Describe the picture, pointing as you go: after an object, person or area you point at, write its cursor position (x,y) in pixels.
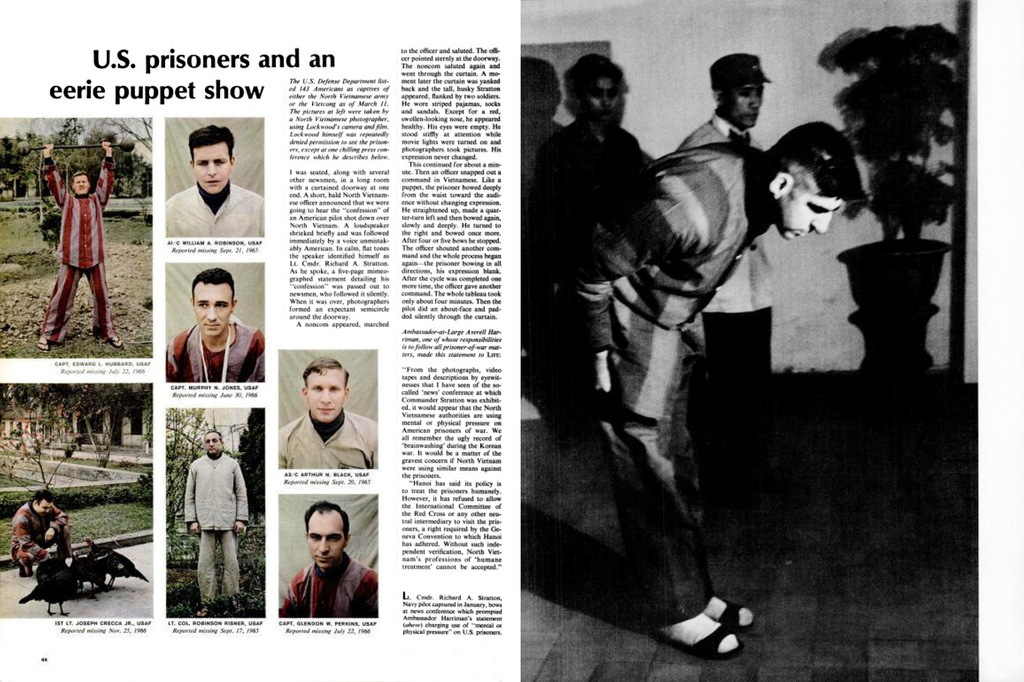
In this image I can see the paper (364,611). In the paper (580,430) I can see few people (653,382). I can also see the text (378,213) written on it. To the right (722,231) I can see the black and white paper (669,295). To the left (131,369) there is a color print (138,508).
